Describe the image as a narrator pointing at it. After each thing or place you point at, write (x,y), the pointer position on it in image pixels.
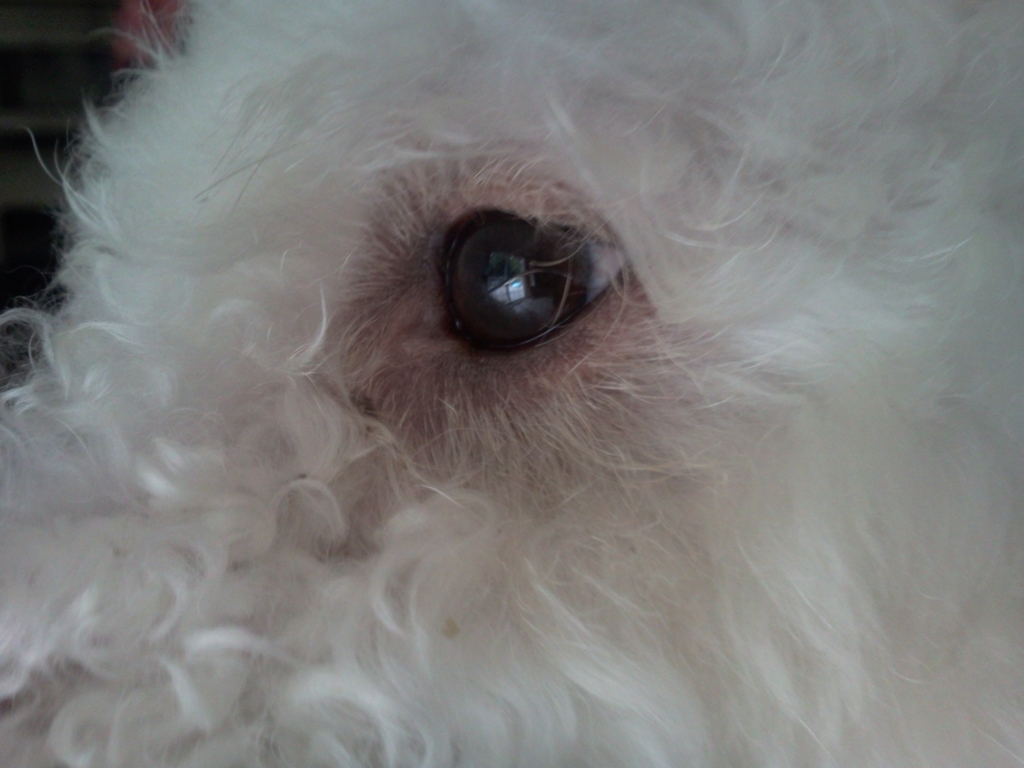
In this picture there is a dog eye (544,297).
